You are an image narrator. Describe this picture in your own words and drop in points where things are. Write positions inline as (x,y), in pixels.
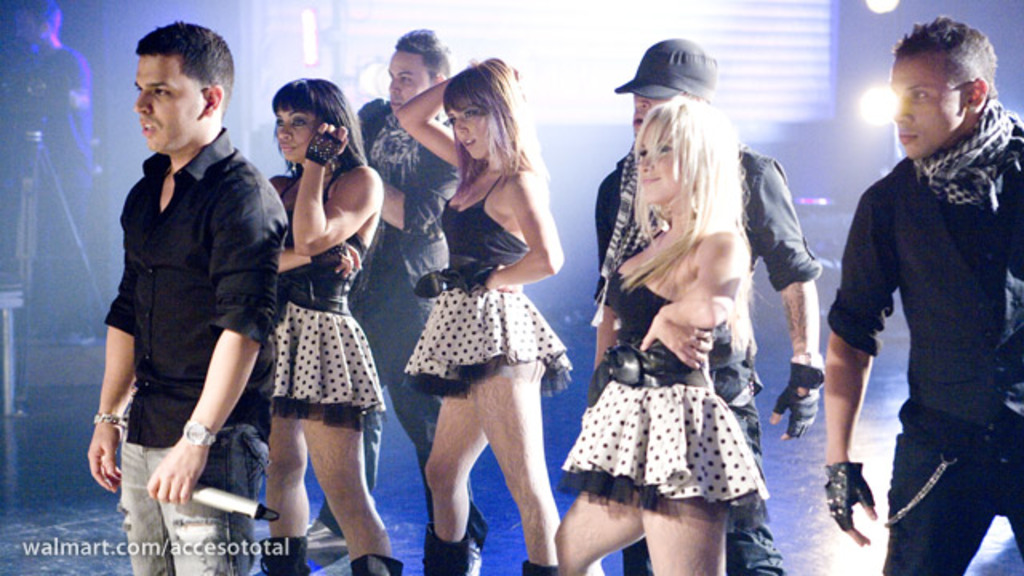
In this image, we can see people (606,351) on the stage (499,480) and some are wearing scarves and gloves (325,155) and one of them is wearing a cap (655,77) and there is a man (189,478) holding a mic (202,493). In the background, there is a stand (32,183) and we can see lights (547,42). At the bottom (105,548), there is some text (63,546).
